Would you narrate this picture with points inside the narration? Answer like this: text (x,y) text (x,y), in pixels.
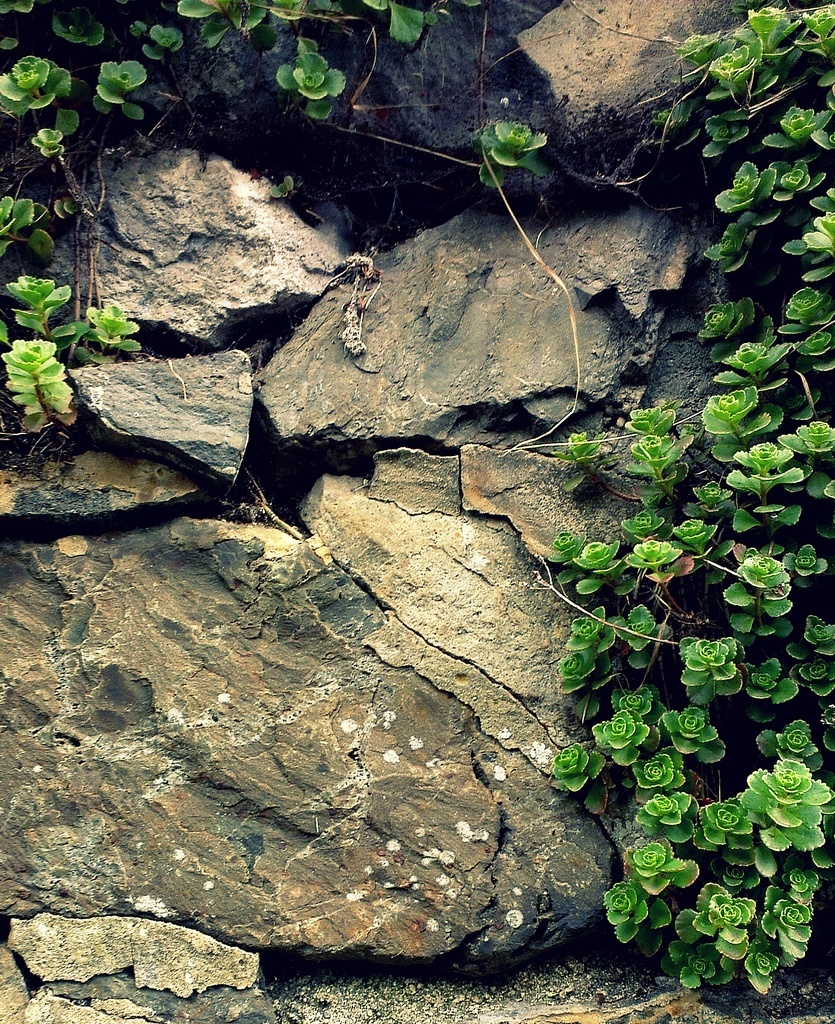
In this picture we can observe stones (460,578). There are some plants (622,907) which are in green color.
